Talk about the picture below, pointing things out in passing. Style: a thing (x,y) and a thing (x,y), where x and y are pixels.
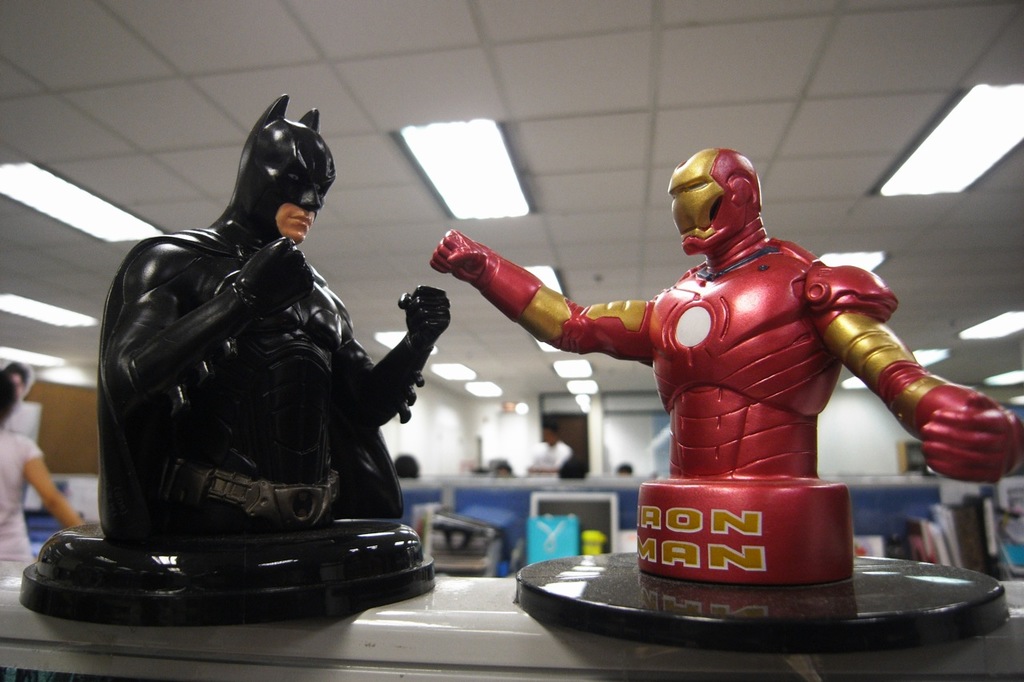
In this image two toys (807,422) are on the shelf (401,620). Left side (19,546) a person (2,371) is standing. There is a monitor (598,507), books (964,538) and few objects (476,546) are on the table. Behind there is a wall (462,497). Behind it there are few persons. Background (615,446) there is a wall (486,461). Top of the image (911,170) there are few lights (424,166) attached to the roof (627,99).
